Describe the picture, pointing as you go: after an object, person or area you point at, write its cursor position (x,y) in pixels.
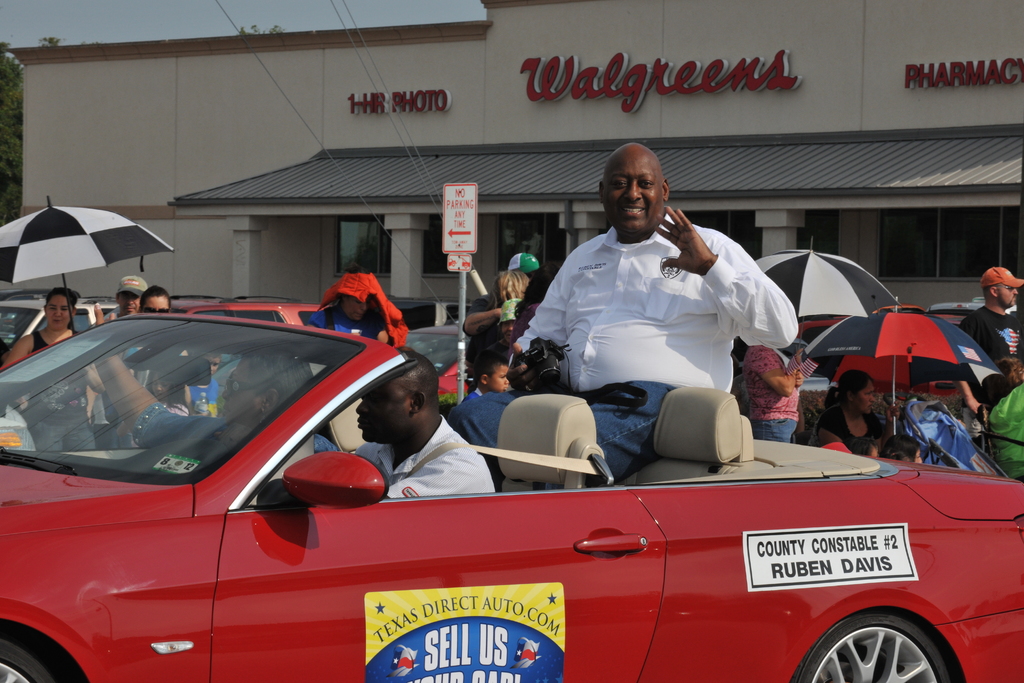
In the topmost (211,20) left of the image (196,18), there is a sky (41,32) blue in color and a tree (16,109) half visible. In the left middle of the image (37,339), there are three persons (152,294), out of which one person (62,290) is holding an umbrella (66,256), which is white and black in color. At the bottom of the image (662,527), there is a car (737,408) red in color on which three persons (423,396) are sitting. At the rightmost (769,376) middle of the image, there are group of people (999,321) holding an umbrella (901,381). In the background (867,218), we can see a building (425,83), which is written as walgreens on it. In the middle of the image (446,270), there is a sign board (459,195).
